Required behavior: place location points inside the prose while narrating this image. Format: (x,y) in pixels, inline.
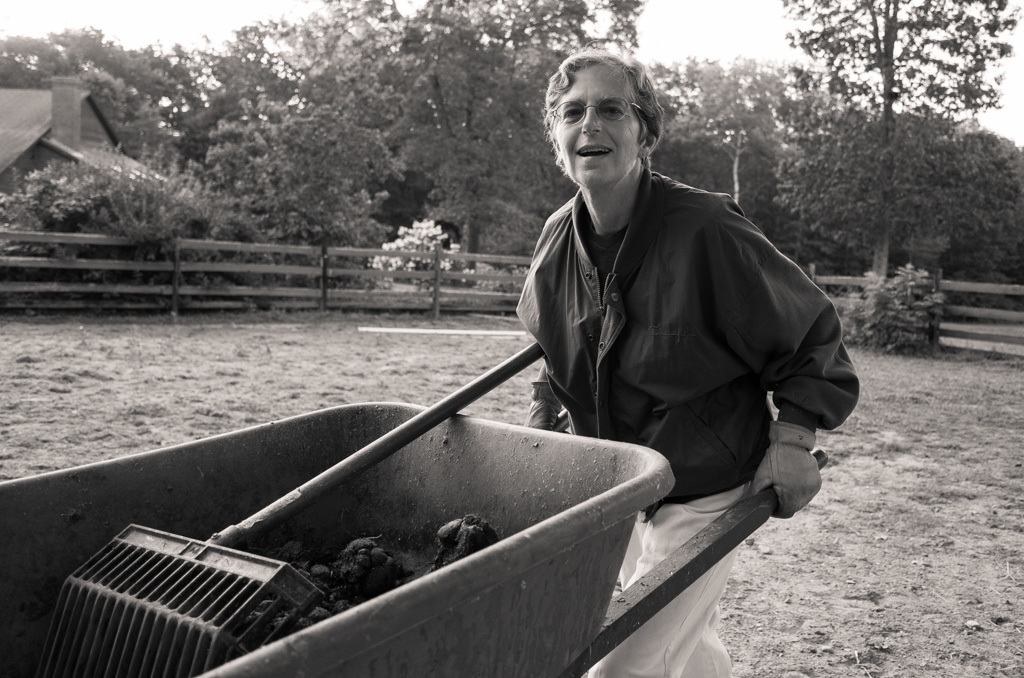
This is the picture of a place where we have a person (686,388) holding some cart (374,520) in which there is some thing (403,548) and behind there is a fencing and some trees (348,131) and plants (147,224) to the other side of the fencing (67,283).
